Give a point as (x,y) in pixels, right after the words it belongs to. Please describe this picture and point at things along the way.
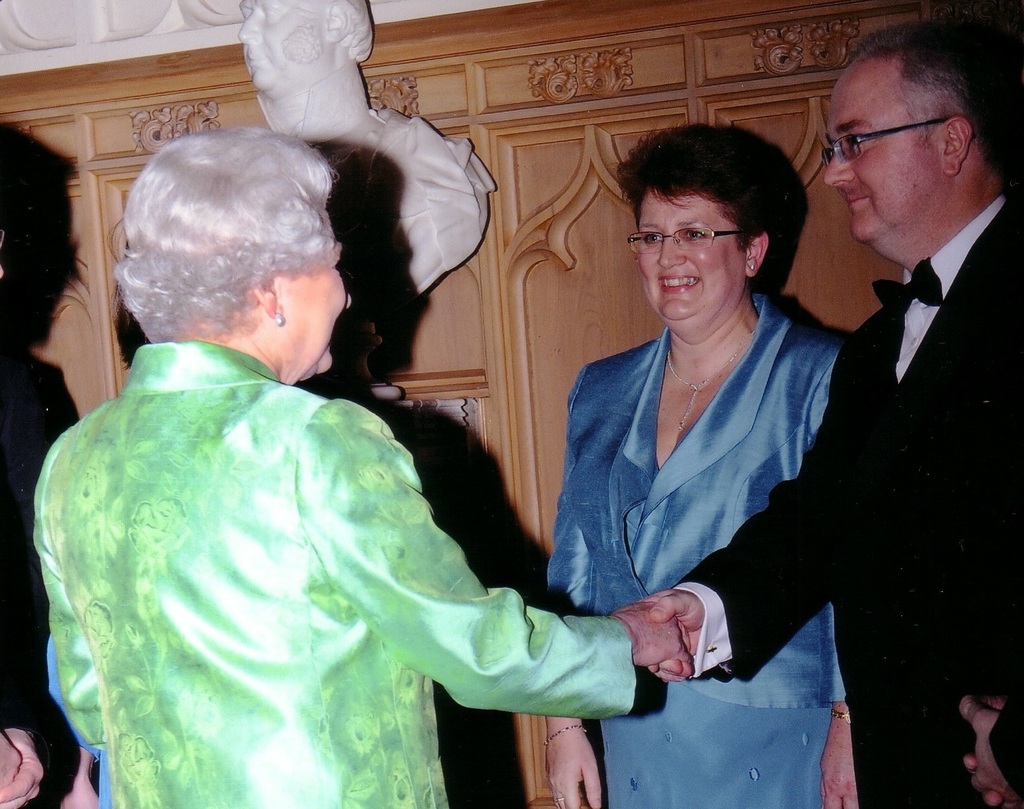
In this image there are a group of people (934,228) standing and smiling, and in the foreground (834,500) there are two persons (834,500) who are shaking hands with each other. And in the background (415,185) there are sculptures (336,52) and a wooden wall (532,201).
